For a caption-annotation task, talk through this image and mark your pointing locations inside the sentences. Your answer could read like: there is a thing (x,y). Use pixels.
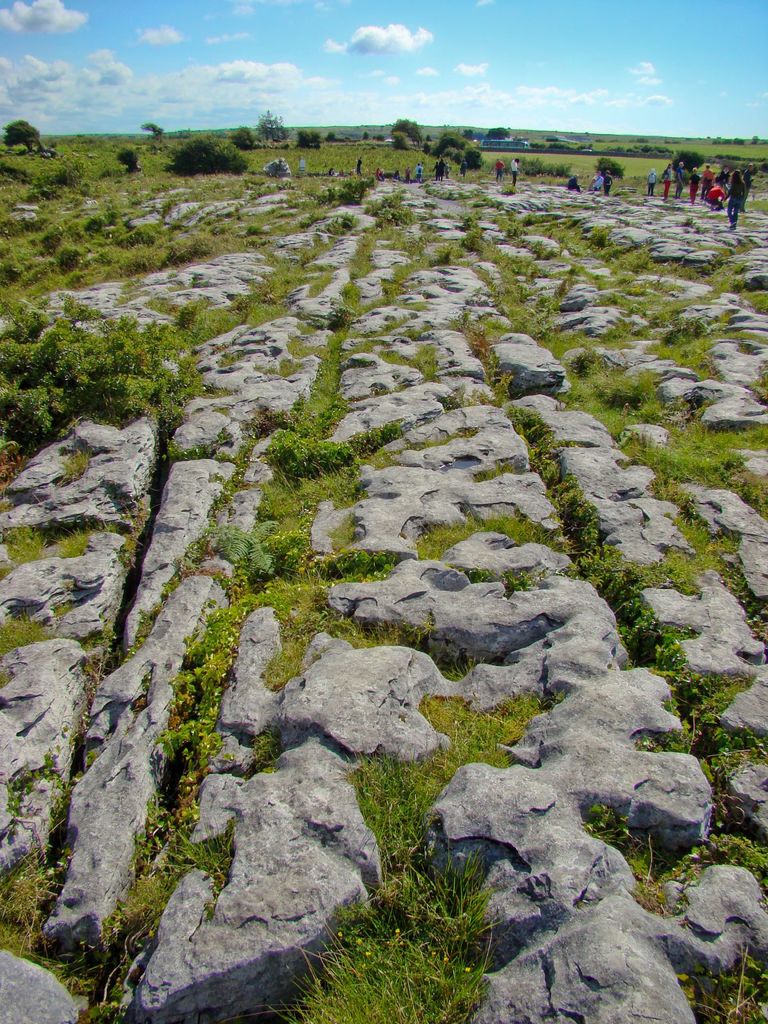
In this image I see the stones (367,286), grass (310,181) and the plants (69,165) and I see few people (421,173). In the background (636,151) I see few trees (367,137) and I see the sky (340,107) which is of white and blue in color.
